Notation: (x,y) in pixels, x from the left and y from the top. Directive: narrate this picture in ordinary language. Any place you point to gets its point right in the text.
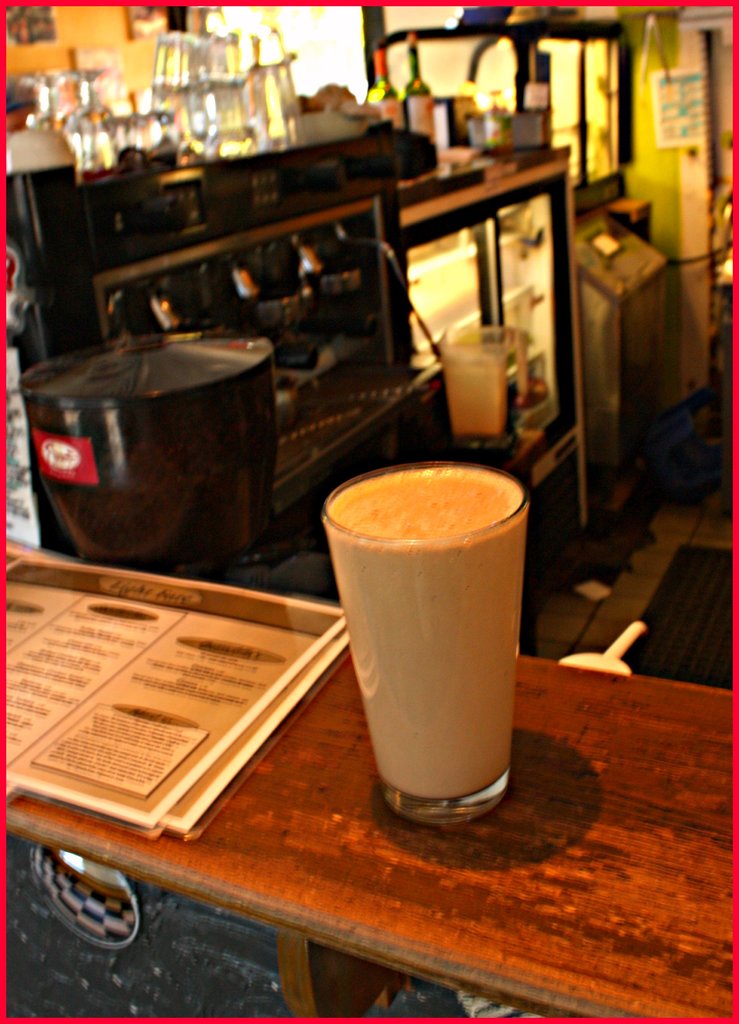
in this picture we are having a milkshake glass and menu card (87,667) beside it.
